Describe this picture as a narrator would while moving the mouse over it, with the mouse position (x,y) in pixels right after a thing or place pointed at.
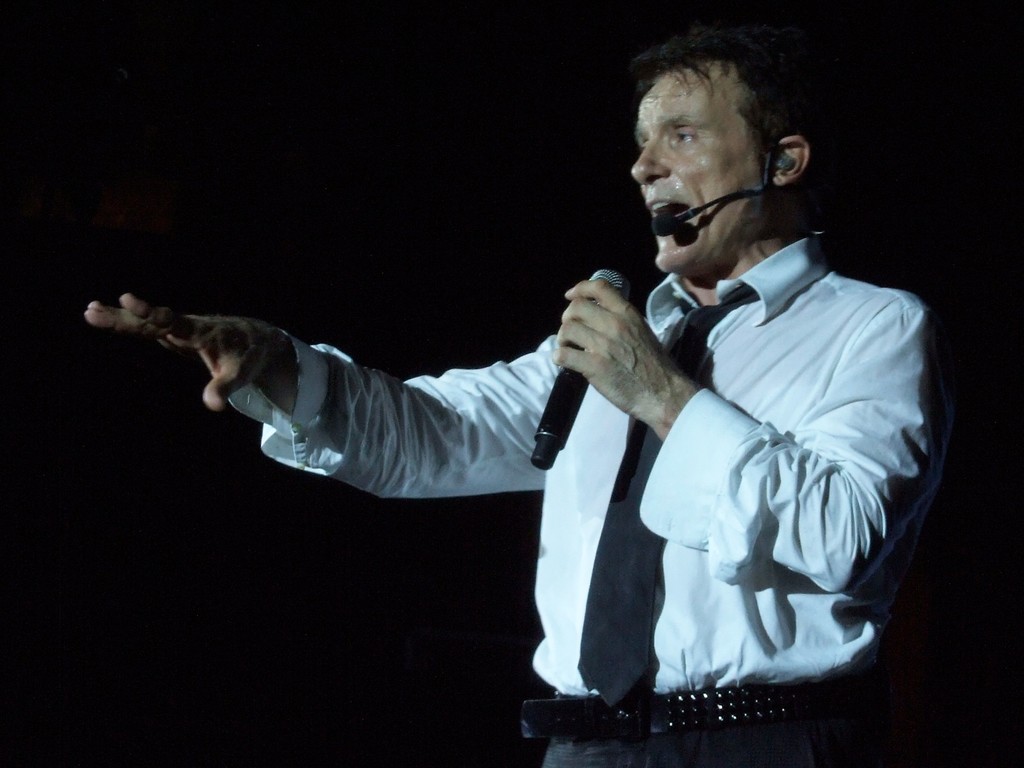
In this image we can see a man (694,535) standing holding a mic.
